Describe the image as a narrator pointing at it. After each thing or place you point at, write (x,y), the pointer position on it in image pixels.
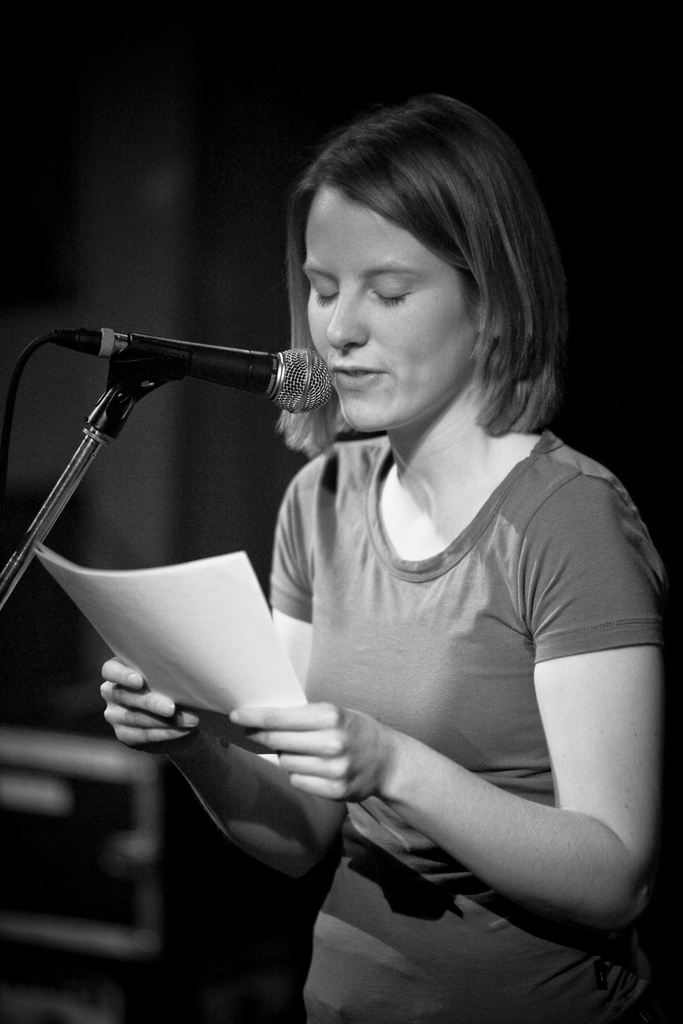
In this image in the center (422,626) there is a woman (465,724) standing and holding a paper (241,662), in front of the woman (348,375) there is a mic (249,367) and the woman (384,386) is speaking and the background (14,876) is blurry.
